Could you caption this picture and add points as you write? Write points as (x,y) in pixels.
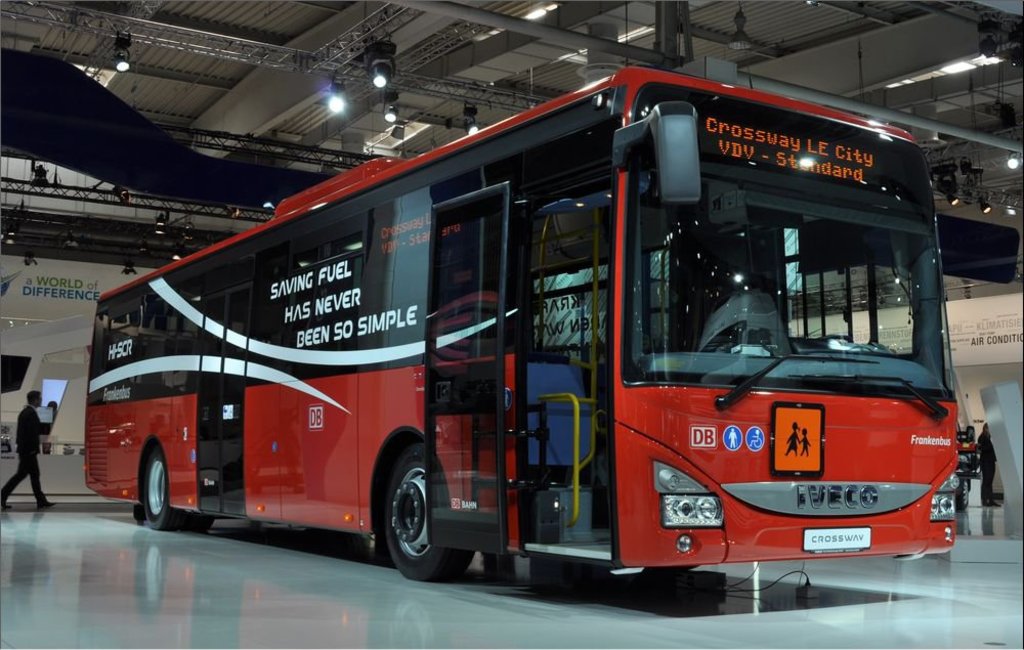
In this picture I can see there is a red color bus (555,490) parked here and there are two doors (597,399), windows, windshield (836,254), screen (837,157), mirrors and there is a person (18,478) on the left side (22,461). There is an iron frame (842,4) on the ceiling (827,57) and there are lights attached to the ceiling (268,100).
